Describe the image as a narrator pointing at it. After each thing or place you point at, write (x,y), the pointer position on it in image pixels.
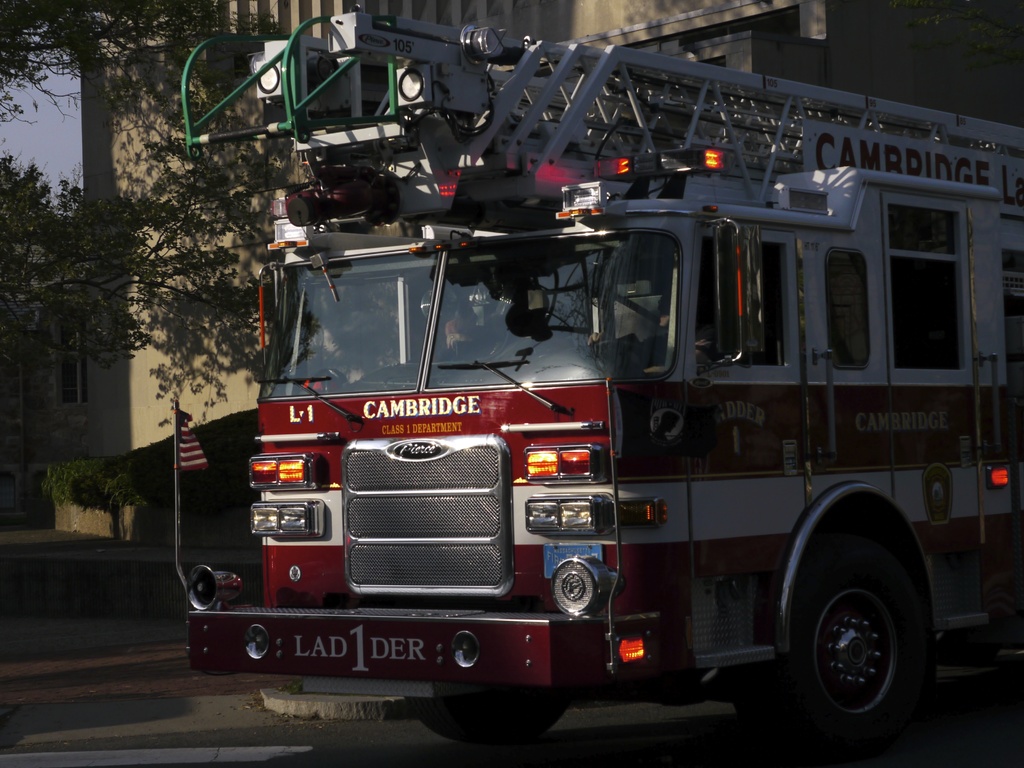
This image consists of a truck (559,584) in red color. At the bottom (157,728), there is a road (123,742). On the left (106,252), we can see the trees (66,243). In the background (112,172), there is a building (142,148).
